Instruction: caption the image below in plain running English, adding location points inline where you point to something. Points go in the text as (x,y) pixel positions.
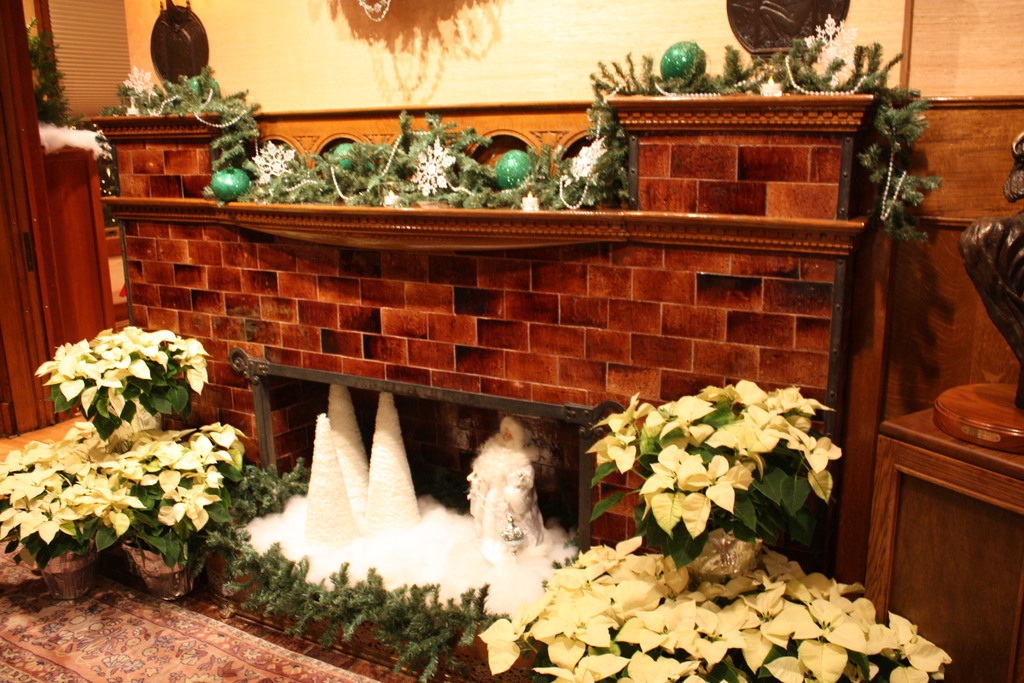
Here we can see plants (250,176), balls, and snow (388,552). In the background (427,61) there is a wall (549,19).
